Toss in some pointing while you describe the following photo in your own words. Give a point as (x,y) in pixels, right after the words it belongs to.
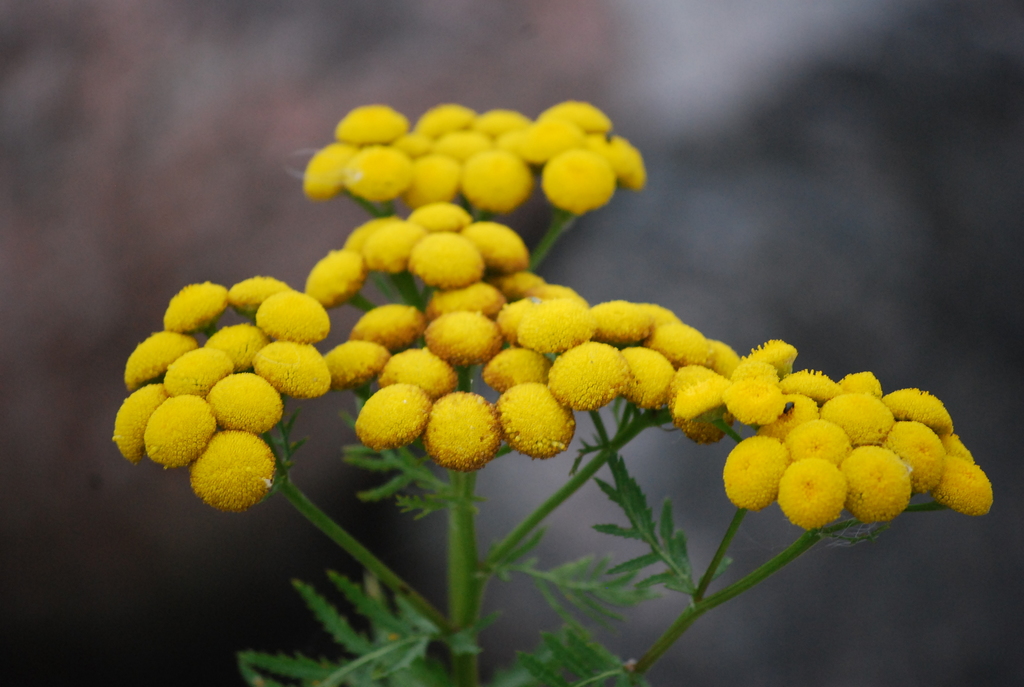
This image consists of a plant (402,587). To which we can see yellow flowers (477,423). The background (132,515) is blurred.
